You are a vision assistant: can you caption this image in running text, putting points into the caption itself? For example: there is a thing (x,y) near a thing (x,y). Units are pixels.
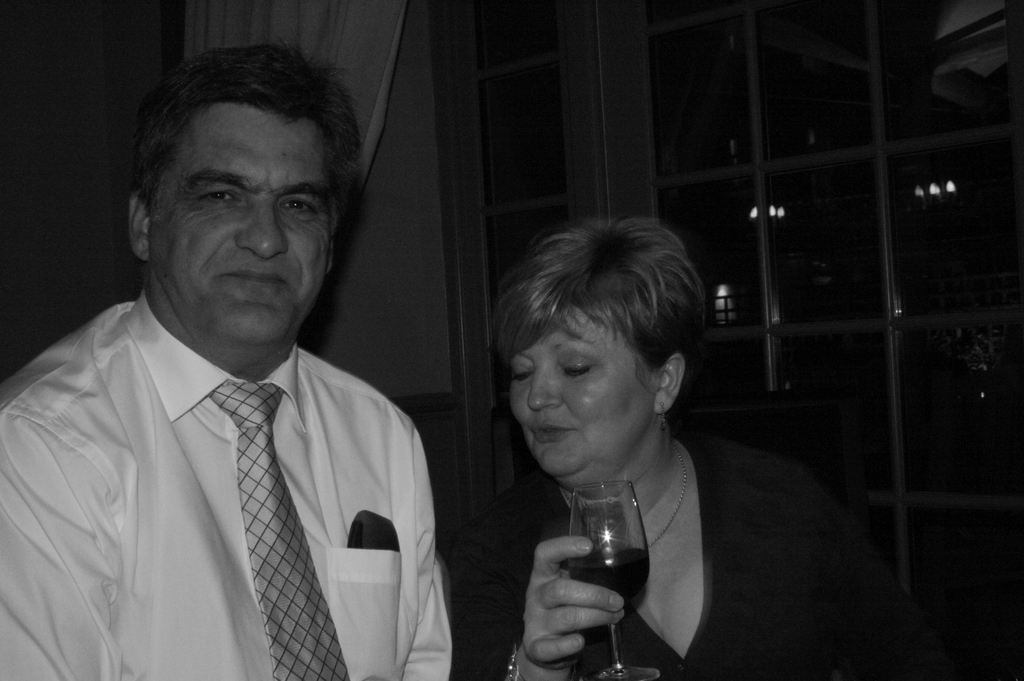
On the right of this picture (687,392) we can see a person (618,595) holding a glass of drink (578,561) and we can see a man (307,313) wearing shirt (309,435), tie (251,543) and in the background (525,183) we can see the lights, curtain (345,39), wall (85,86) and many other objects (728,253).
